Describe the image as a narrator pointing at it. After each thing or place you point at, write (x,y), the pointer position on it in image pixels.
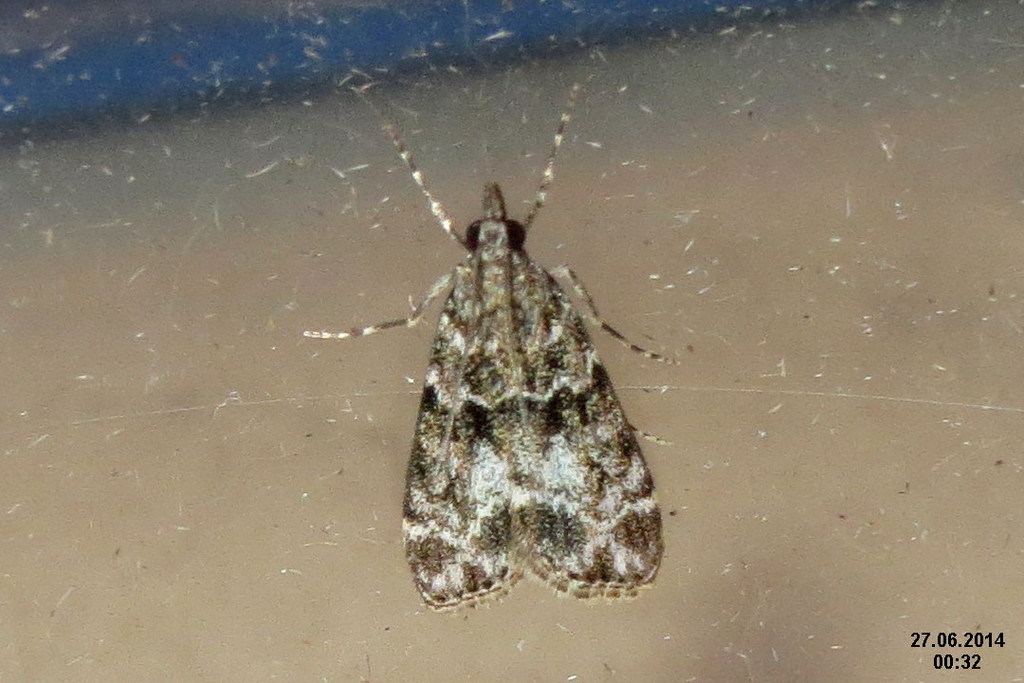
In the center of the image (472,411), we can see a moth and in the background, we can see some text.
